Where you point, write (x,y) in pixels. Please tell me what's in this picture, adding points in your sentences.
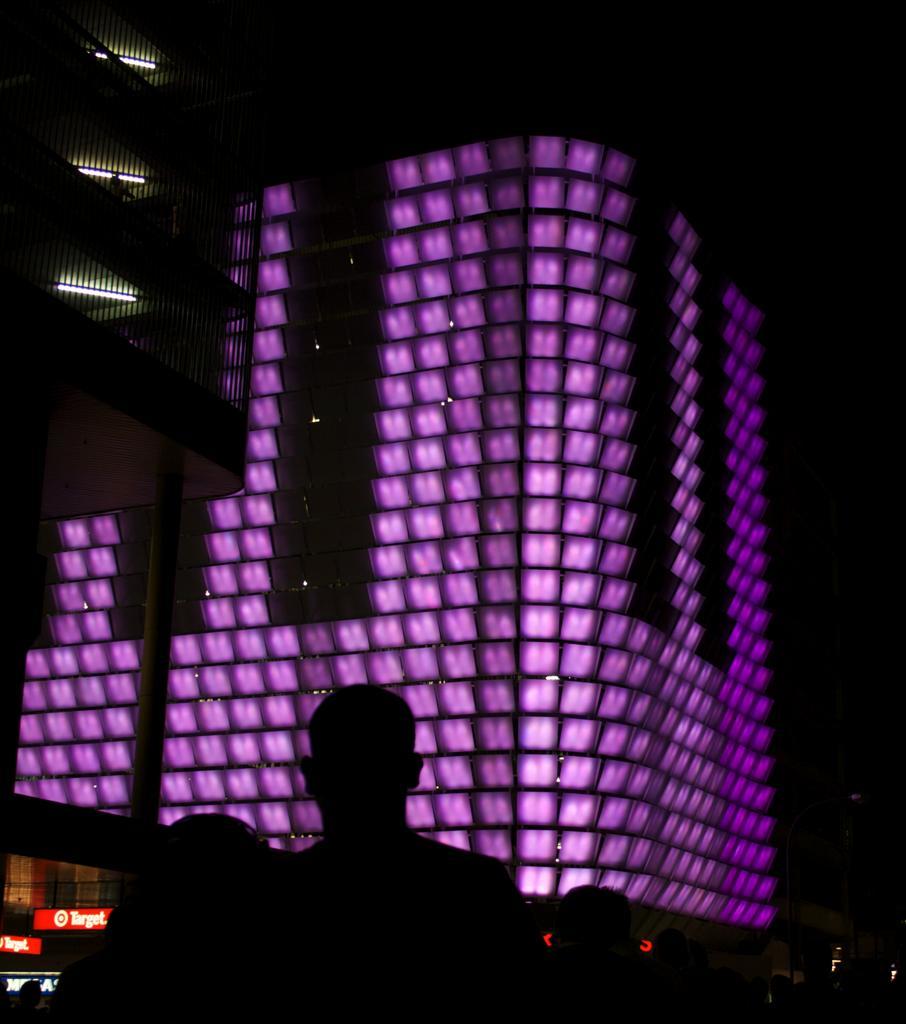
In this image in the center (338,357) there is a building (469,621) and some lights (688,673), at the bottom (319,902) there are some people (383,962) and also there are some boards (58,917) and buildings (120,830).
